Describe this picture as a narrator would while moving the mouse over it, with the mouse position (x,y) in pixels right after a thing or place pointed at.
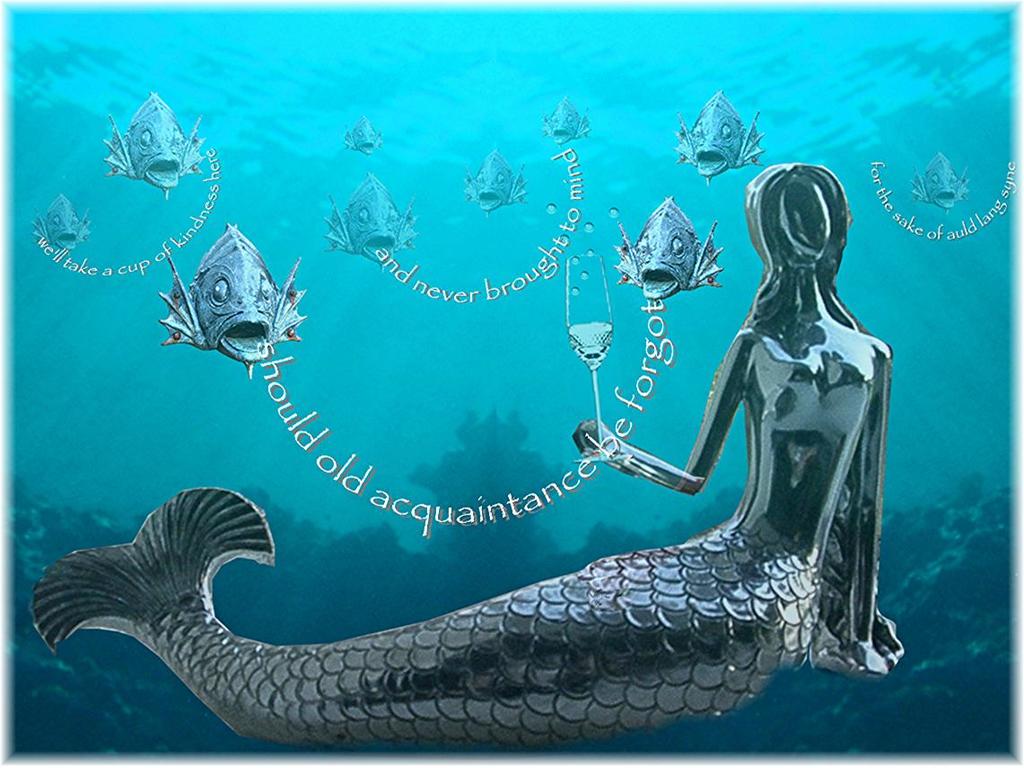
In this picture we can see a few fishes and some text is visible in the water (536,261). We can see a steel object (545,730) of a mermaid (737,600) holding a glass (591,355). Behind this mermaid (659,718), we can see a few objects (920,558).
